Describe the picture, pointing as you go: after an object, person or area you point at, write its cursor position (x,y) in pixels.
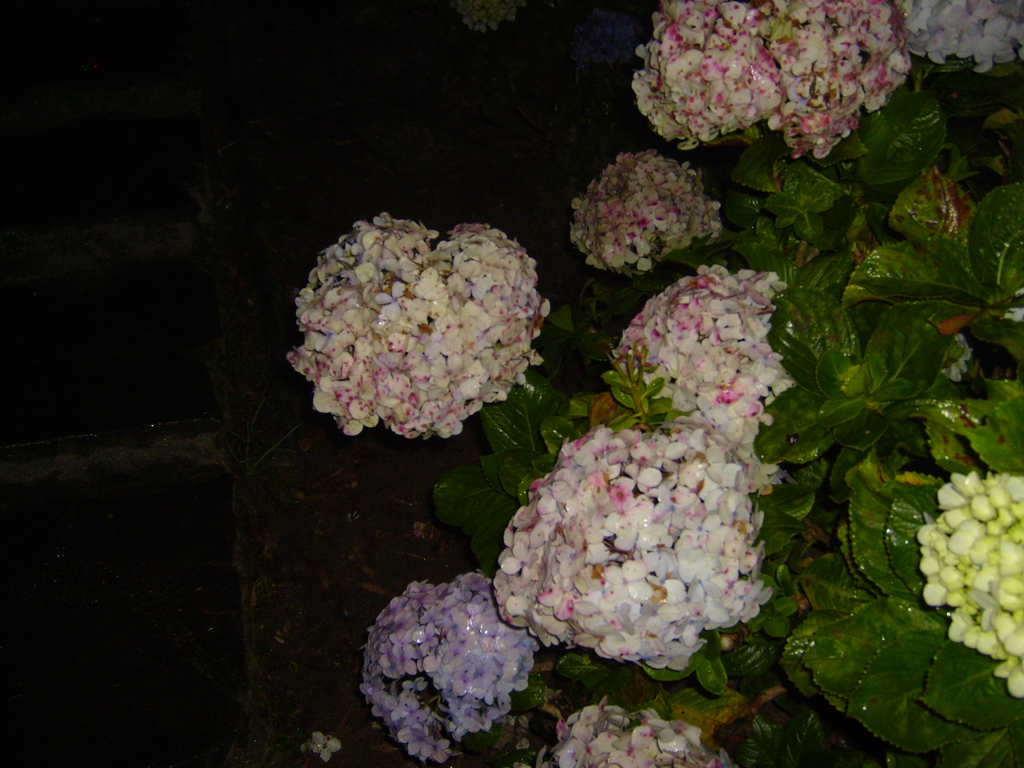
In the picture there are many plants (967,269) present, there are flowers (688,467) present.
